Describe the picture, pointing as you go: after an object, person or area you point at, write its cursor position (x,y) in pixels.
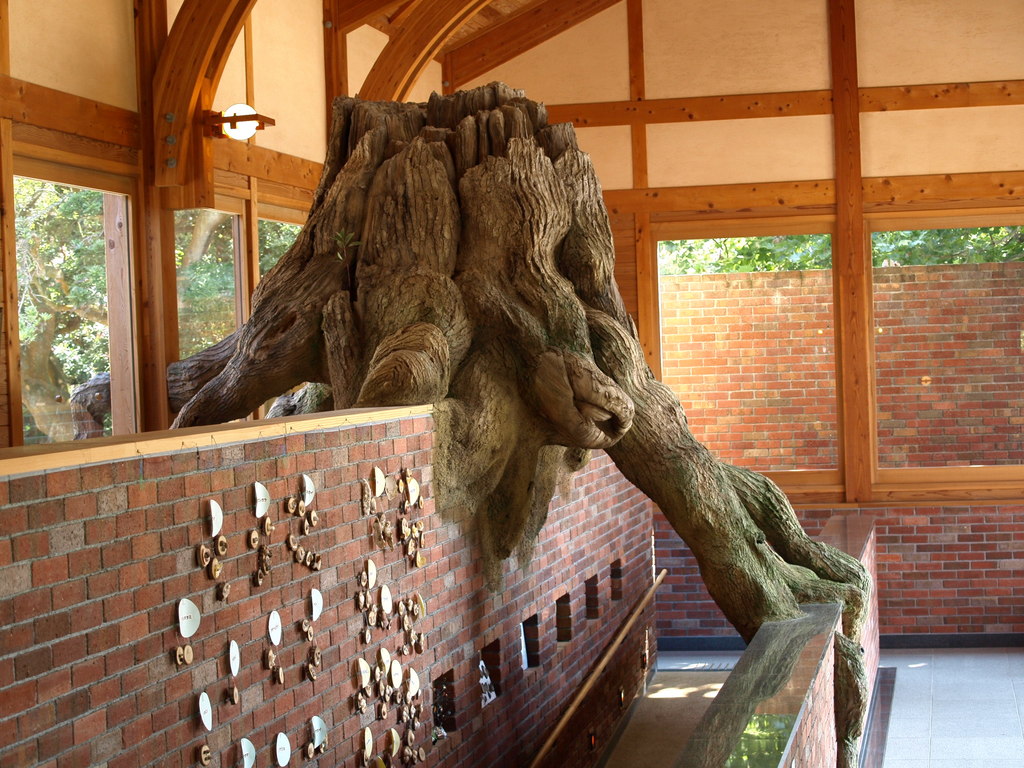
In this image we can see some brick walls (68,620), tree trunk (416,255), windows (1017,270) and behind the windows (748,230) we can see some trees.
